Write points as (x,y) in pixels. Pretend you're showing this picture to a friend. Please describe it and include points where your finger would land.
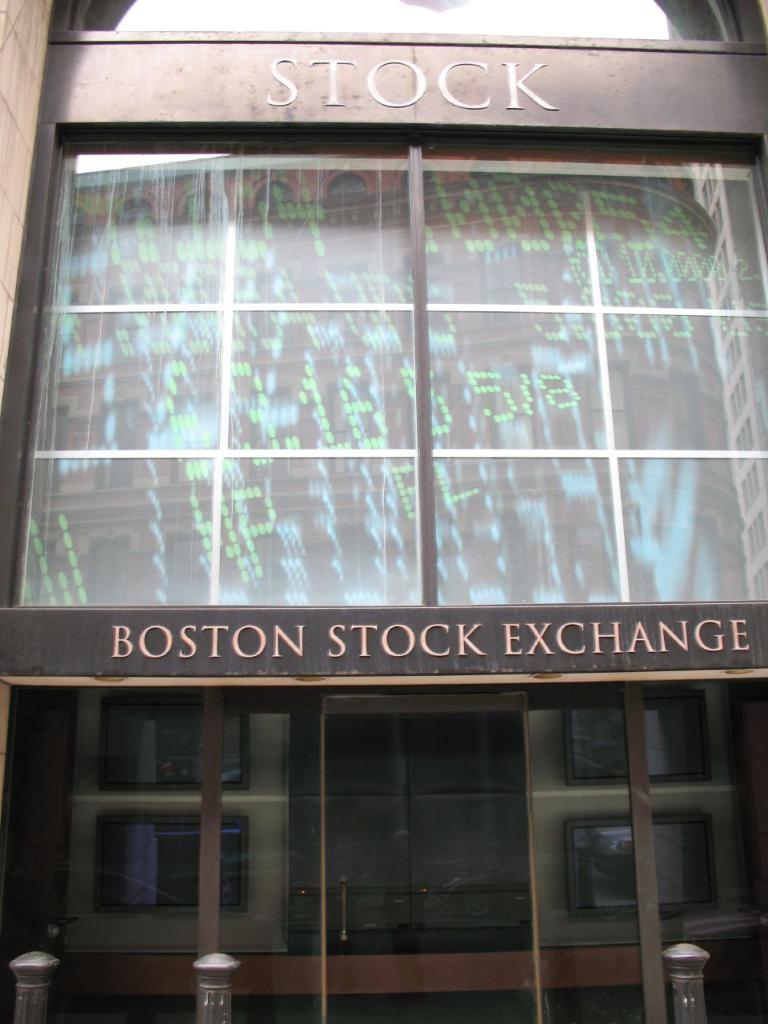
In this image I can see a building (404,694) which is black and brown in color. I can see few poles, the glass windows (357,283) and something is written on the building (410,139).
